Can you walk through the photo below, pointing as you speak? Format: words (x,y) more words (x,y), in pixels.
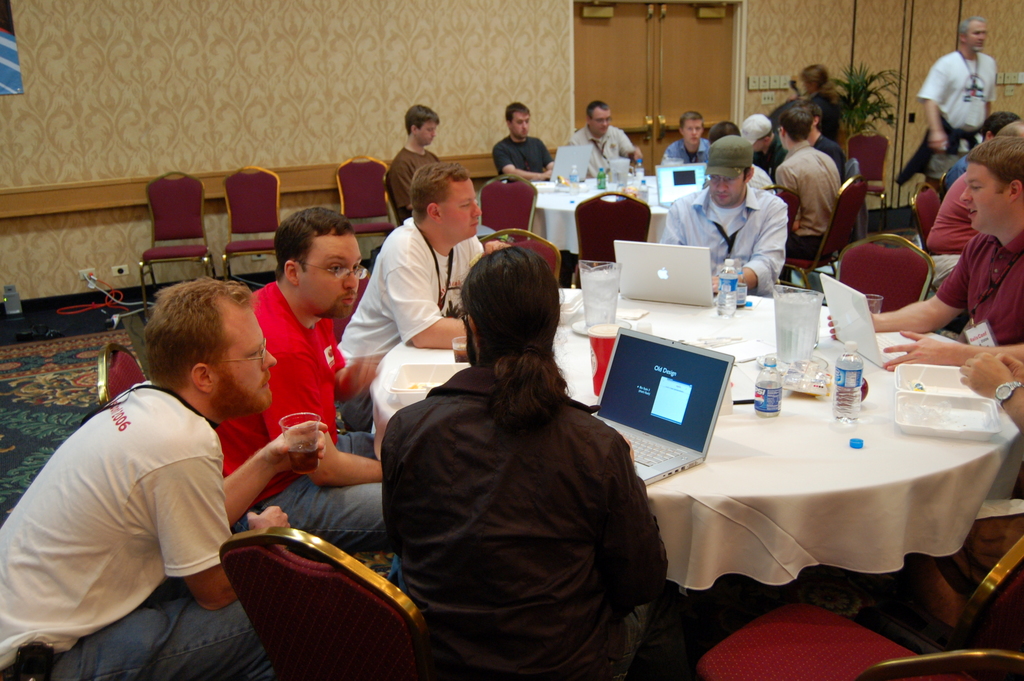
There is a room (759,346). There is a group of people (409,233). They are sitting in a chair (856,632). There is a table (816,452). There is a laptop (663,475), water bottle (839,416), glass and tissue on a table (791,467). On the right side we have a person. His standing and his wearing id card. We can see in the background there is door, chair (929,261) and flower pot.
